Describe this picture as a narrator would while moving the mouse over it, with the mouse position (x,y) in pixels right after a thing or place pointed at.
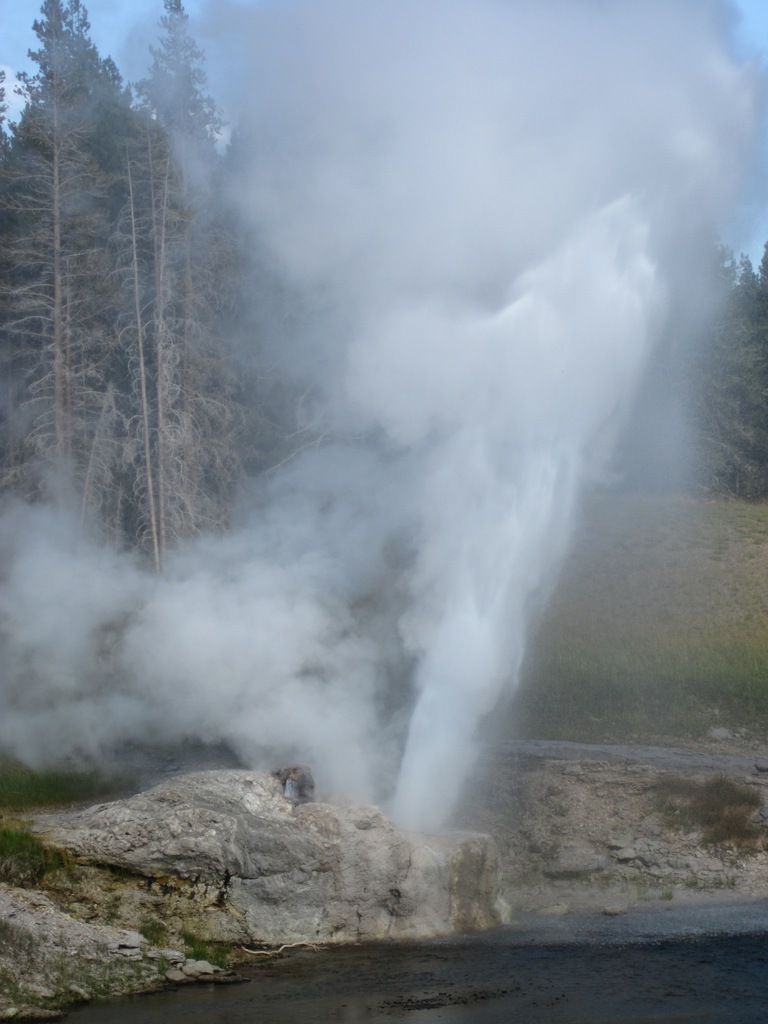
In the center of the image (439,584) we can see the sky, trees (766,424), grass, rocks (417,879), water (640,972) and the hot spring (423,799).
